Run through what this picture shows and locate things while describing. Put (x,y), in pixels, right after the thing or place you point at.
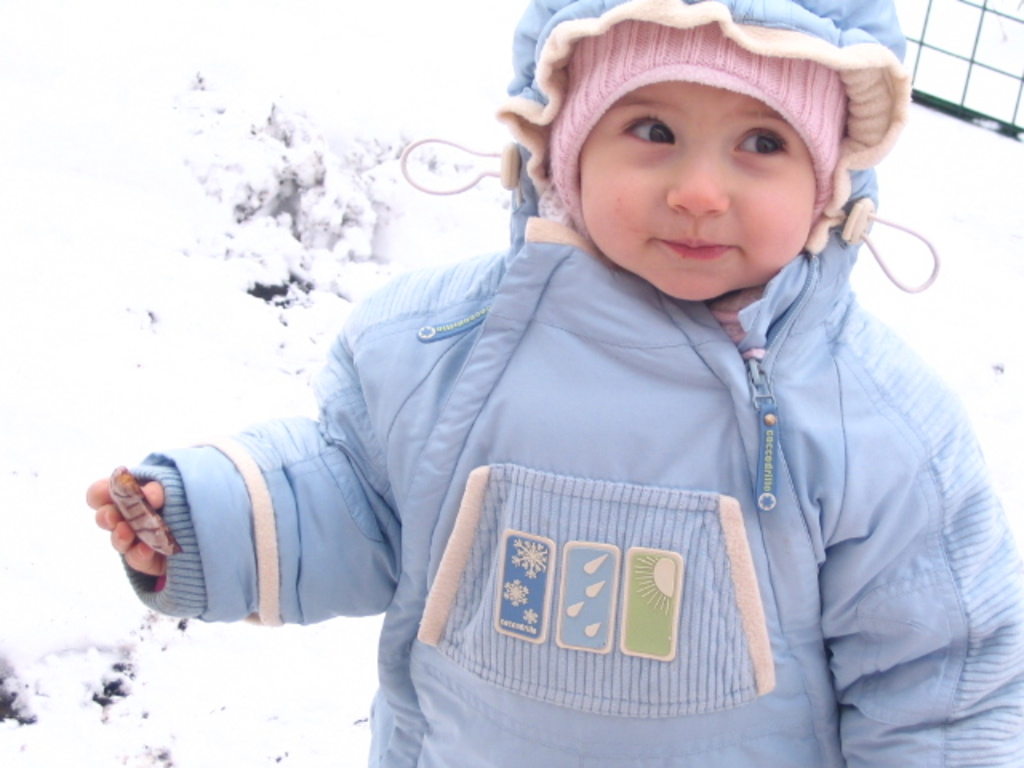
In the image a kid (646,203) is standing and holding something (129,479) and smiling.
